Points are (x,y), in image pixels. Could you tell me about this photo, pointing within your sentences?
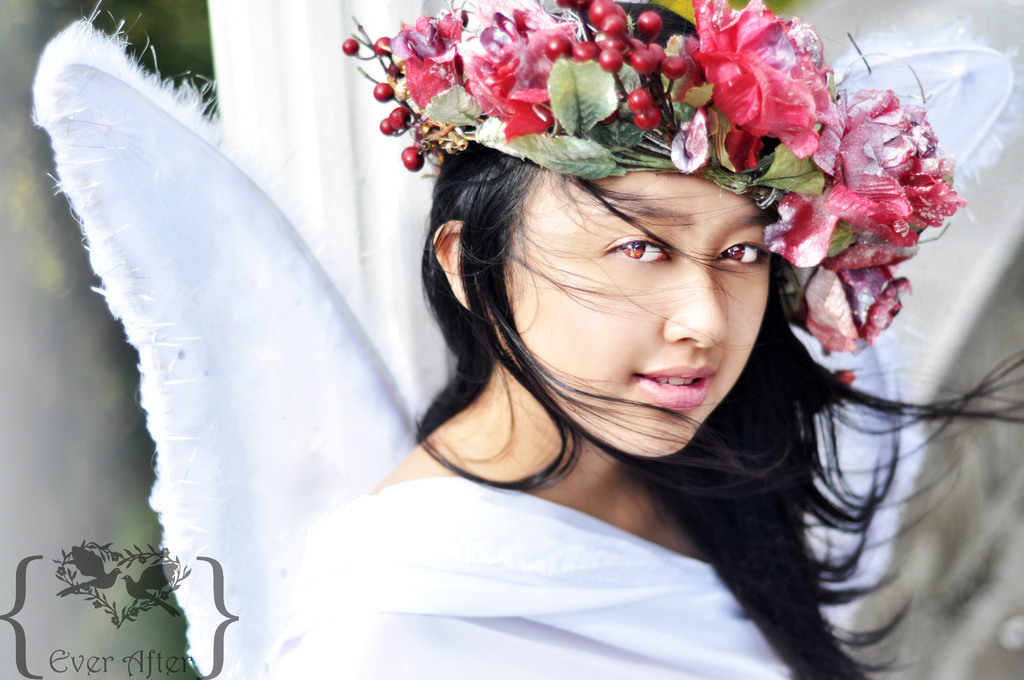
In this image we can see a person (520,549) wearing white color dress (609,545) and there are some flowers (524,76) and fruits (601,12) as a headpiece (621,171), there are wings (168,422) which are of white color and at the background of the image (255,79) there is wall (299,116) which is of white color.
